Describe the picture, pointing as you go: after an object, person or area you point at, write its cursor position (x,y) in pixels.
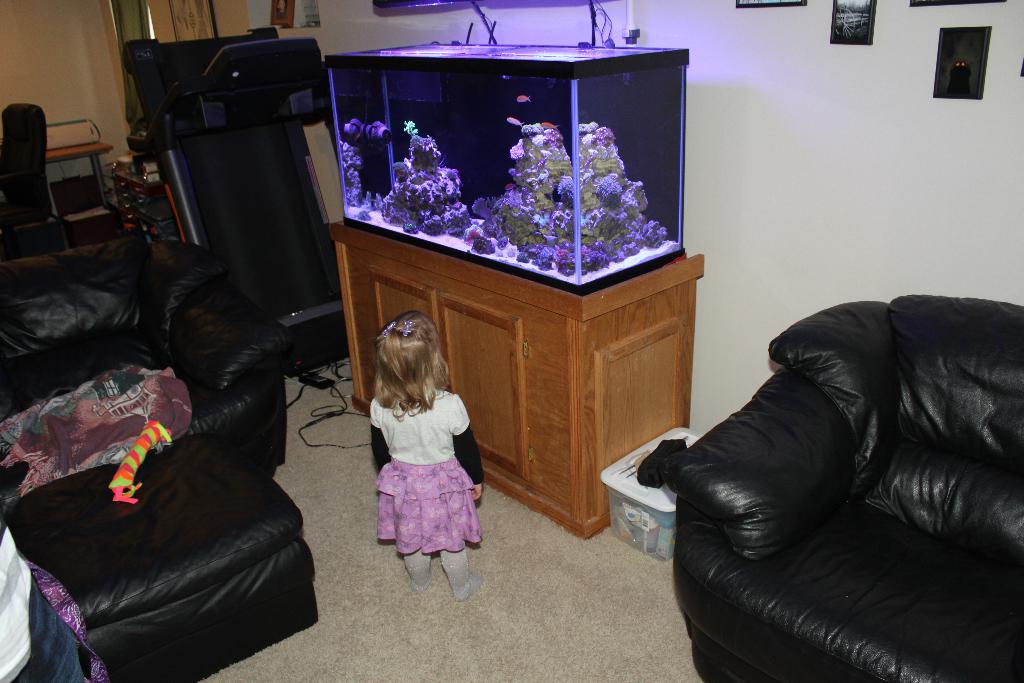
This picture shows a child (387,445) standing in front of a aquarium (578,203) and we see a sofa (829,329) and a chair (731,496).
